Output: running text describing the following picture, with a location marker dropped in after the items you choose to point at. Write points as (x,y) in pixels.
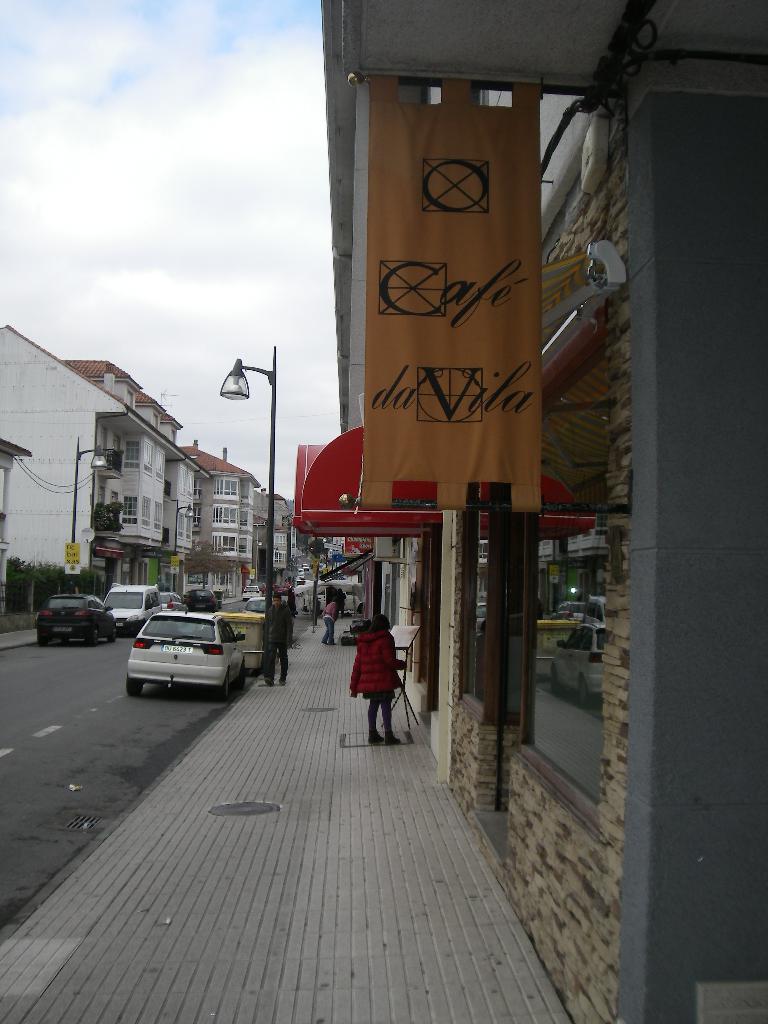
In the image we can see there are many vehicles (200,650) on the road (119,653). This is a road (92,775), footpath (294,792), pole (272,442), banner (489,345), building (201,487), the windows (242,515) of the building (258,496), plant (48,566) and a cloudy sky (106,76). We can see there are even people (374,652) standing and they are wearing clothes (376,639).
